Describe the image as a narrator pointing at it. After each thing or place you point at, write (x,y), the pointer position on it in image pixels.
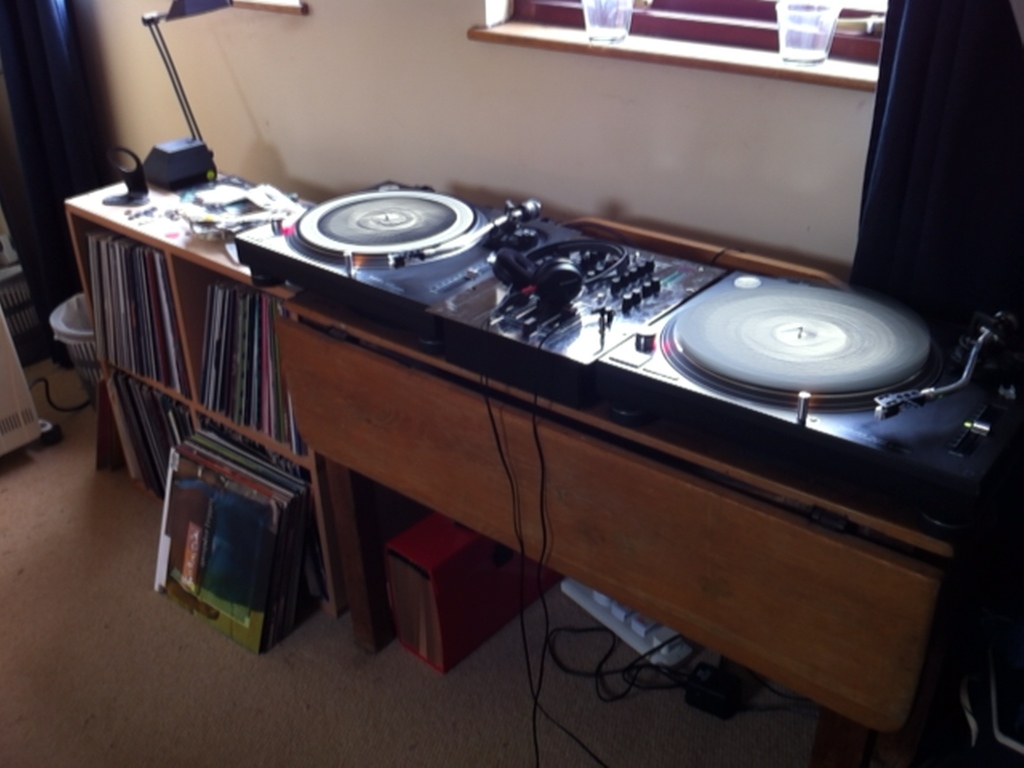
In this picture we can see musical system (440,229) is placed on the table (483,434), side we can see bookshelf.
